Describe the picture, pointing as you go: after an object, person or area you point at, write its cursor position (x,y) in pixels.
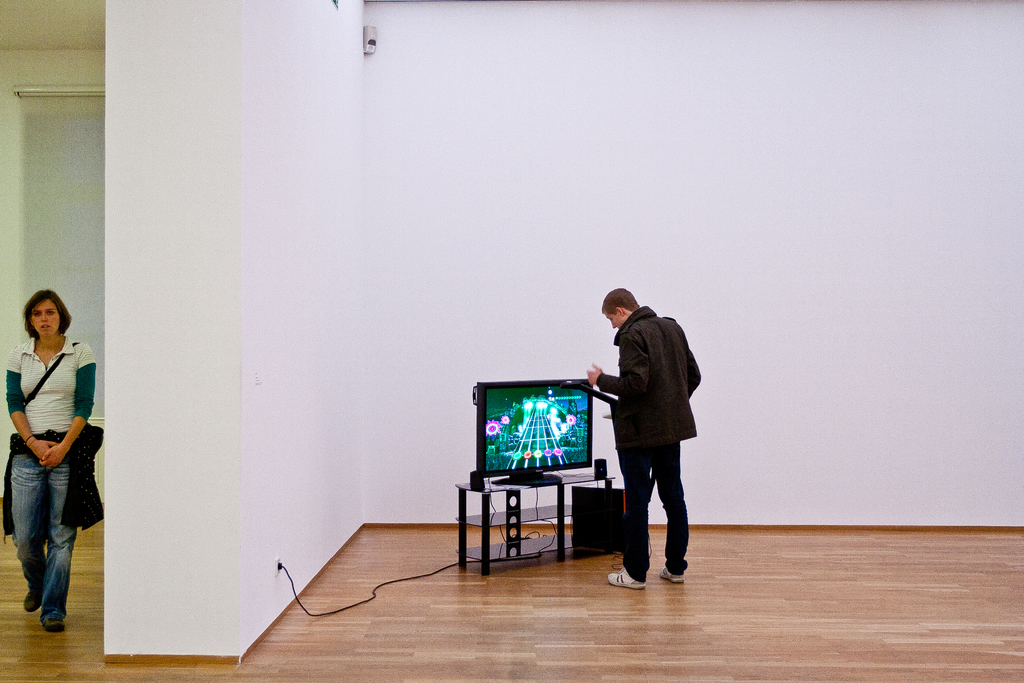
In this image I can see a person (62,619) walking on the left (47,387), wearing a sling bag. There is a white wall (188,526) beside her. A person (677,463) is standing in the center (667,413) and there is a television (573,453) on a table (522,485). A black wire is attached to the socket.
